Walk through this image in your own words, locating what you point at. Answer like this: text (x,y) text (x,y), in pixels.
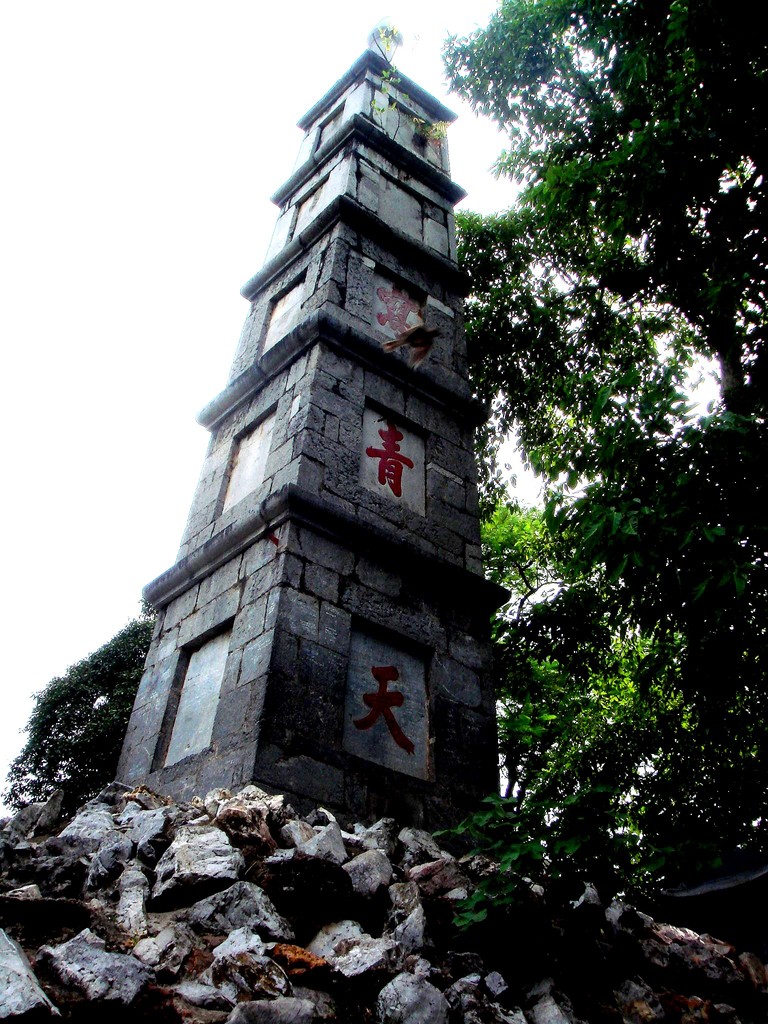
In this image, we can see a tower (305,682) on rocks (375,870). In the background of the image (654,201), we can see some trees (597,386) and sky (212,303).
